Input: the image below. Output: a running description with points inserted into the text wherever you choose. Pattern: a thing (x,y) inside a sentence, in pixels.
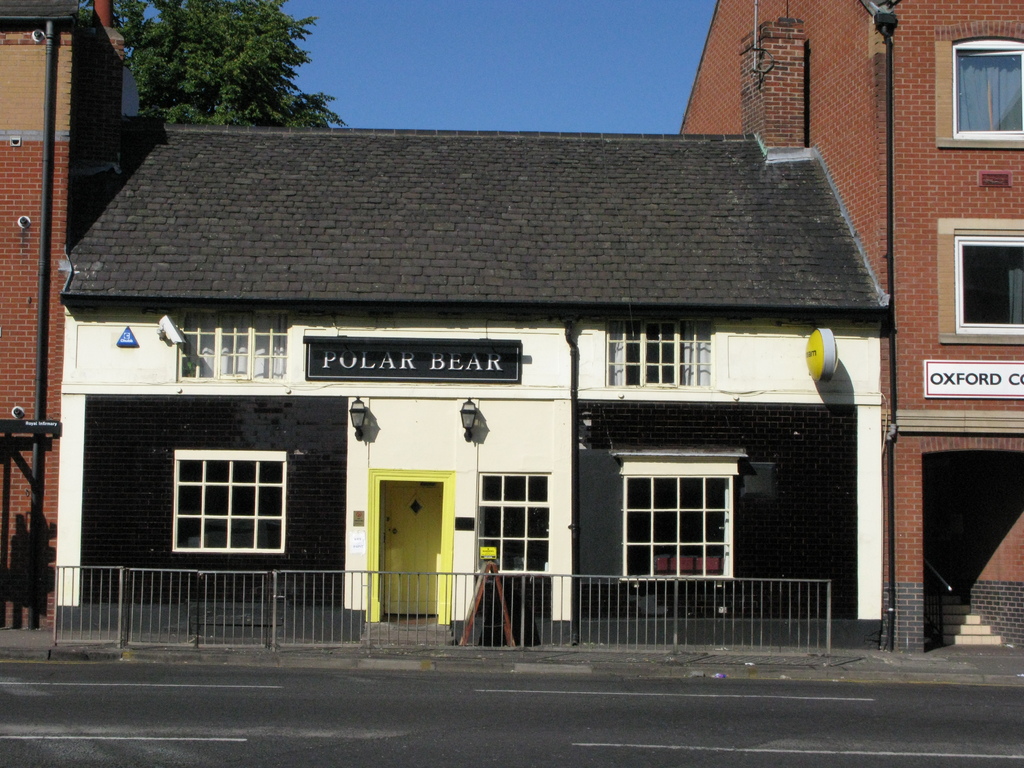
In this image I can see at the bottom (84,693) there is the road (840,712). In the middle (530,509) it is an iron fence (614,575) and there is a house (599,419) in black and white color. on the left side (204,97) there are trees (204,97). At the top (518,57) it is the sky (515,69). On the right side (915,154) there is a building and a staircase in it.
